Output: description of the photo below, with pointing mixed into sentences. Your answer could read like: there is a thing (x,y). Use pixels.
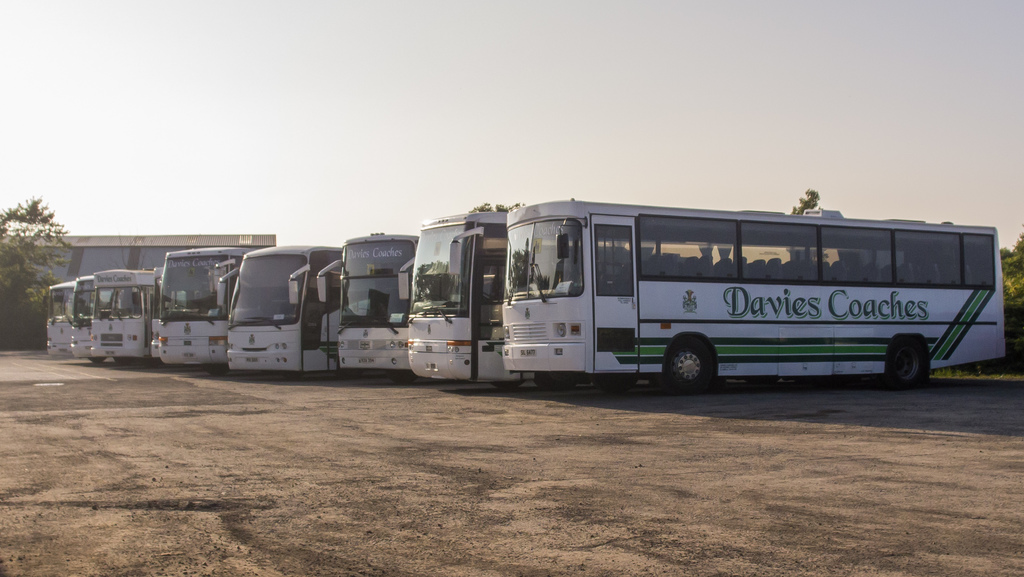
In this image we can see so many buses (600,321) are parked on land (339,491). Left side of the image (11,265) trees (11,265) are there. The sky (412,123) is pale.
